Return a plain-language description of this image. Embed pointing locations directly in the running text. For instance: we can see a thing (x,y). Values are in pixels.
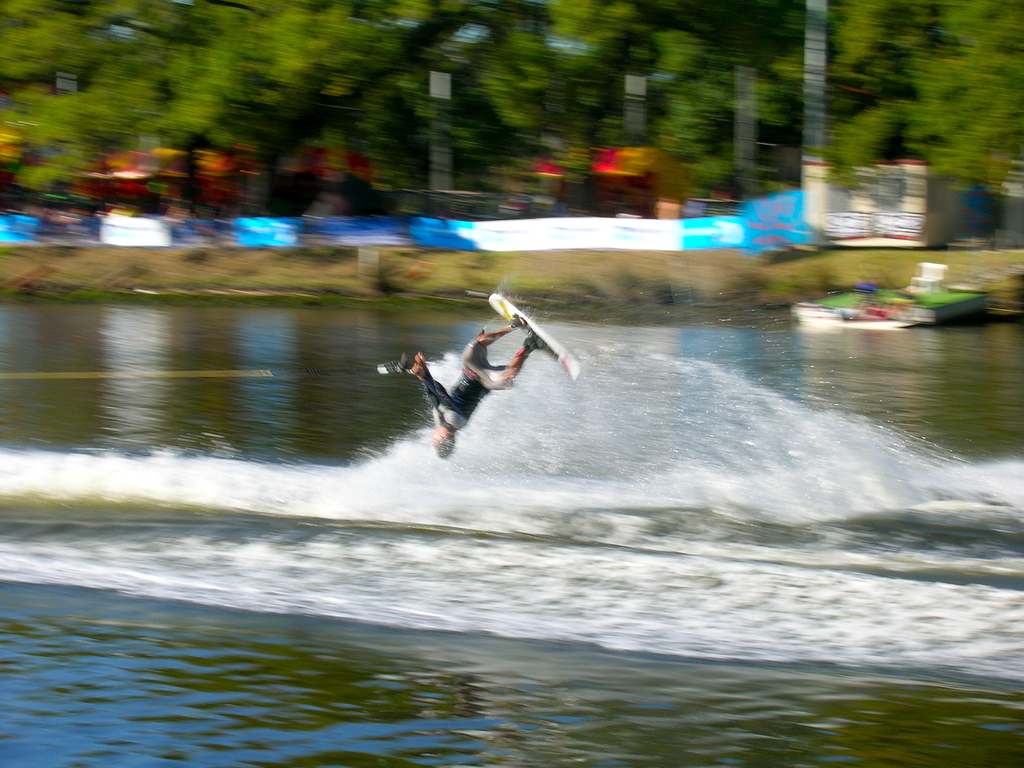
In the middle of this image (515,375) I can see a person (515,375) is surfing the board (548,347) on the water (431,559). On the right side (877,302) there is a boat (864,318). The background (468,267) is blurred. At the top of the image (418,64) there are few trees (472,80) and also I can see a banner (310,231).
